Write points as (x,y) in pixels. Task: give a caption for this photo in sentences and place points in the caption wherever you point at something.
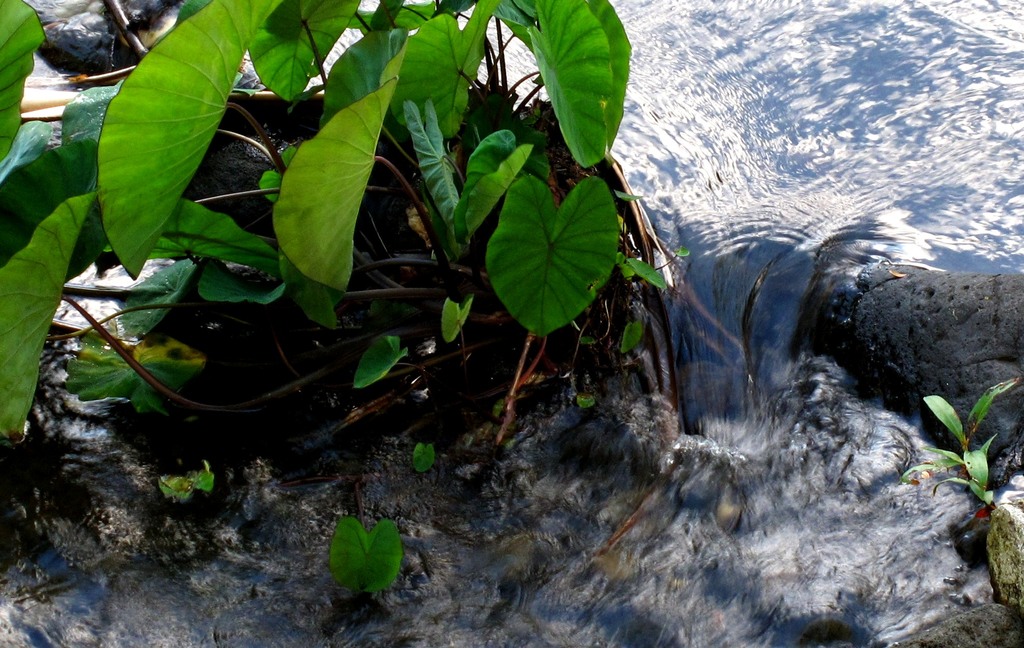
Here in this picture we can see water (768,88) flowing through a place (650,376) and we can also see plants (304,97) present over there.
